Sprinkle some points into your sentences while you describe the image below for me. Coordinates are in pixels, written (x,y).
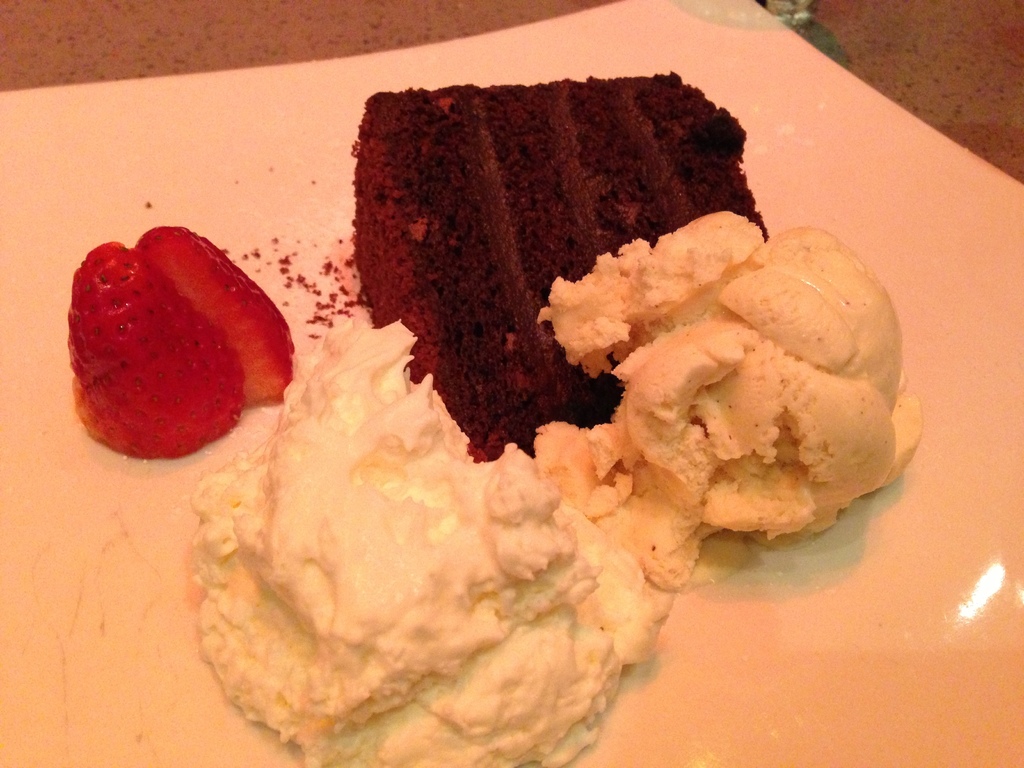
In this image, we can see desserts (379,359) and there is a strawberry (236,337) on the plate (918,266), which are placed on the table (903,65).
